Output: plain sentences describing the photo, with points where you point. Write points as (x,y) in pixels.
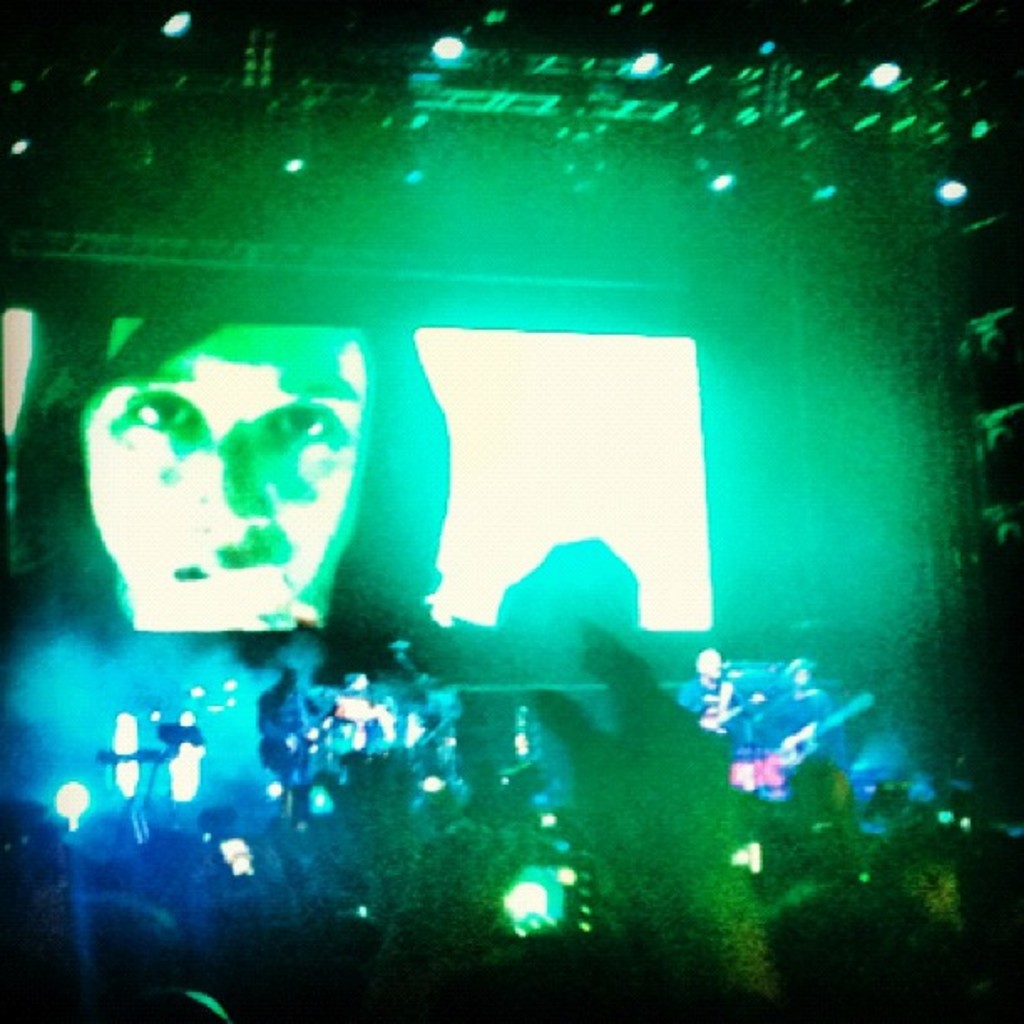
In this image I can see people (882,950) in the front (877,846). People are playing musical instruments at the back (197,738). There are lights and a screen (451,472) at the back (315,531).
